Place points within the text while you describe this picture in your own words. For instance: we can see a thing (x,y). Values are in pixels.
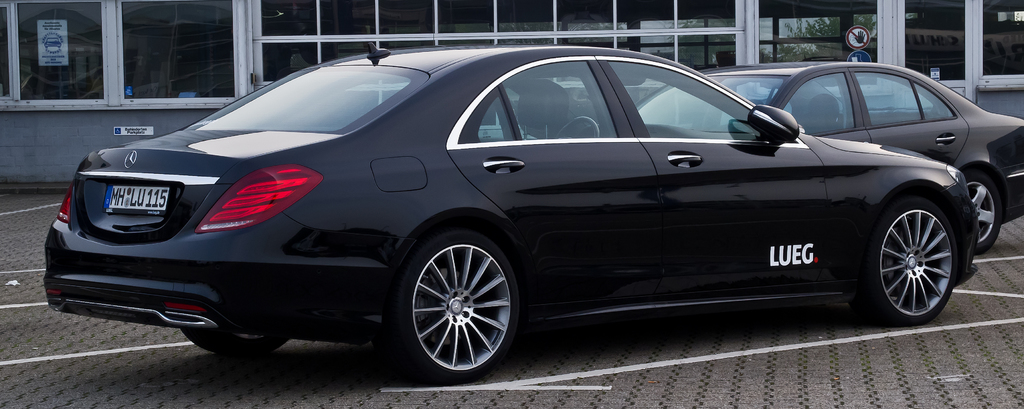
In this picture I can see couple black cars (710,210) and I can see a building (703,47) and a poster (54,52) on the glass (61,79) with some text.
